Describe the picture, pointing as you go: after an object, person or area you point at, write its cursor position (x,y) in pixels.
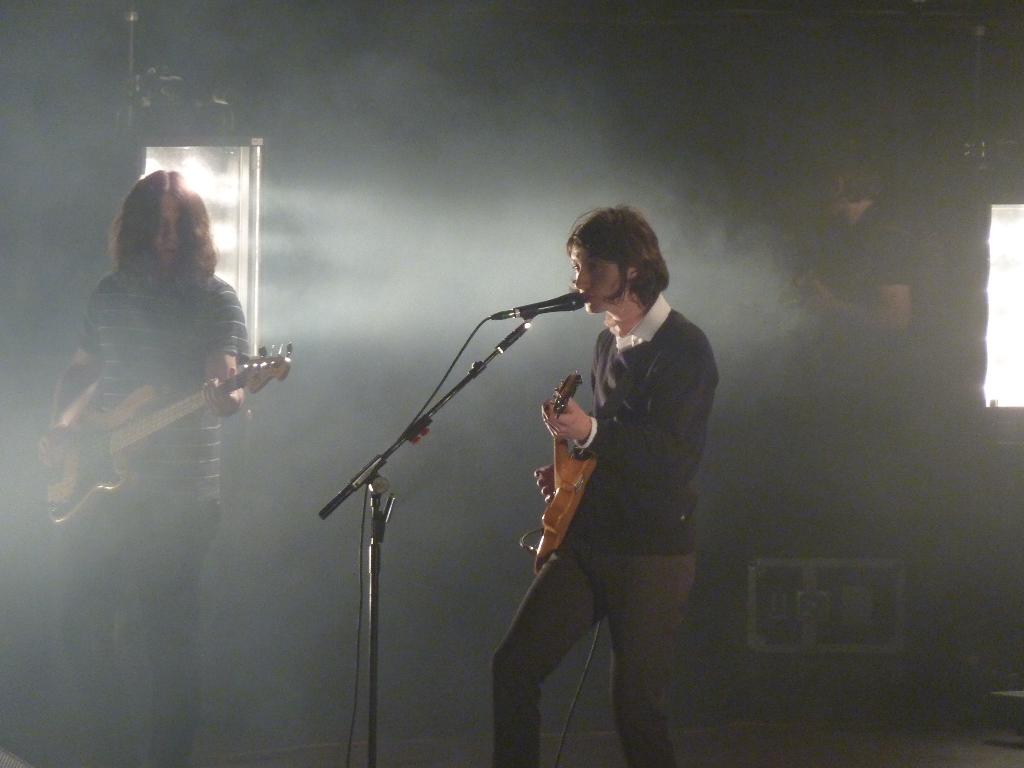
In this image i can see two persons (190,287) standing on the floor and playing a guitar (255,381). The person (589,441) on the right side (687,453) is singing in front of the microphone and the person (227,363) on the left side (186,423) is playing a guitar (120,411). And the person (211,404) on the left side (207,303) is wearing a t shirt (187,382) and the person (660,523) on the right side (685,418) is wearing a black dress (618,458).
